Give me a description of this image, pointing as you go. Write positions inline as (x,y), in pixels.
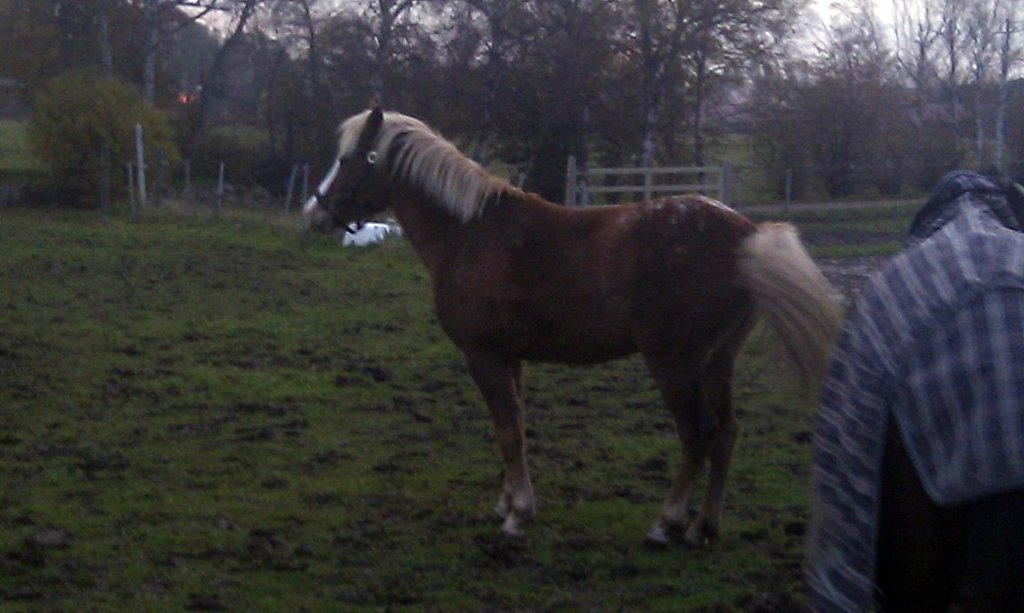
In the picture I can see a horse (497,397) on the ground (620,499) and here I can see the shirt (909,405) on the right side of the image (909,405). In the background (753,193), I can see the fence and trees (626,107).
